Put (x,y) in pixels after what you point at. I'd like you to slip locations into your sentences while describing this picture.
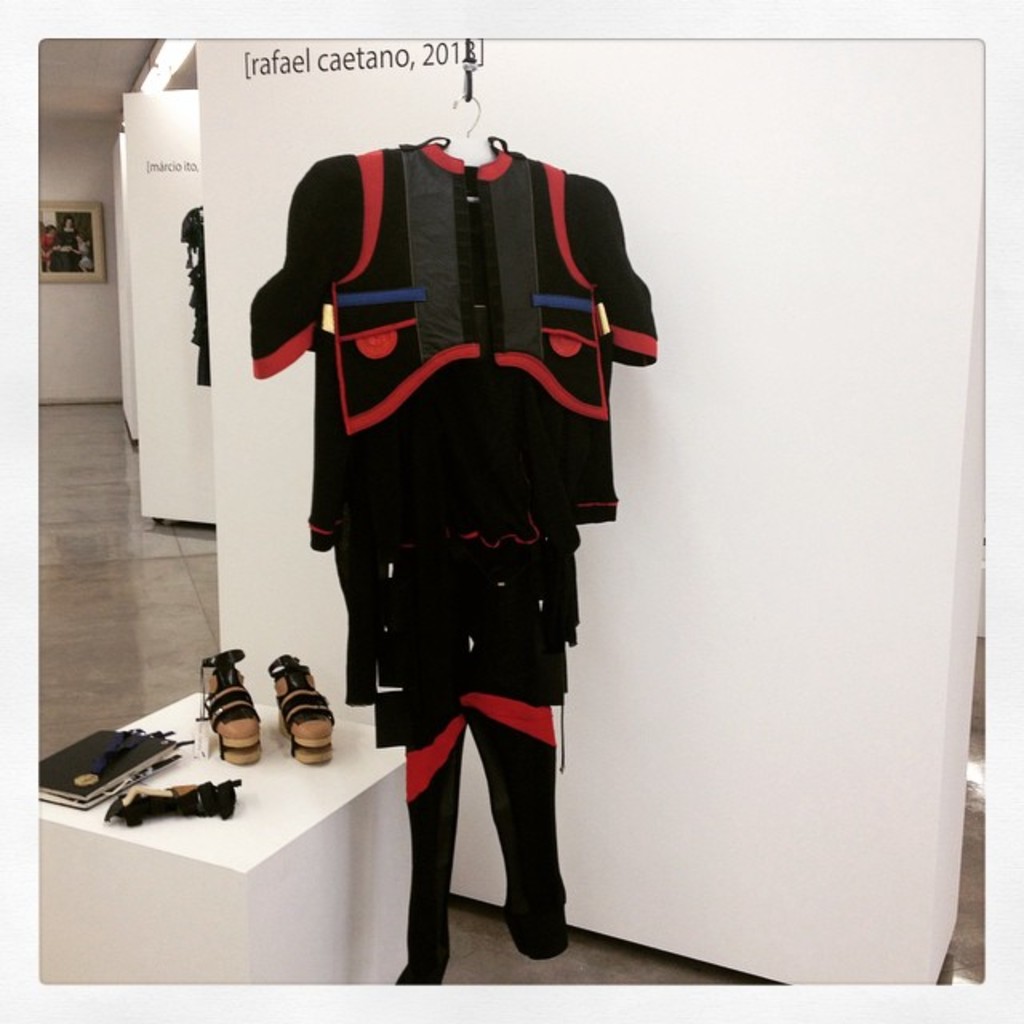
In this image I can see the dress (454,728) in red and black color and I can also see the pair of shoe (316,727), book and few objects (188,798) on the table (203,824). In the background (85,247) I can see the frame (83,263) attached to the wall (80,317) and the wall (85,331) is in white color.
